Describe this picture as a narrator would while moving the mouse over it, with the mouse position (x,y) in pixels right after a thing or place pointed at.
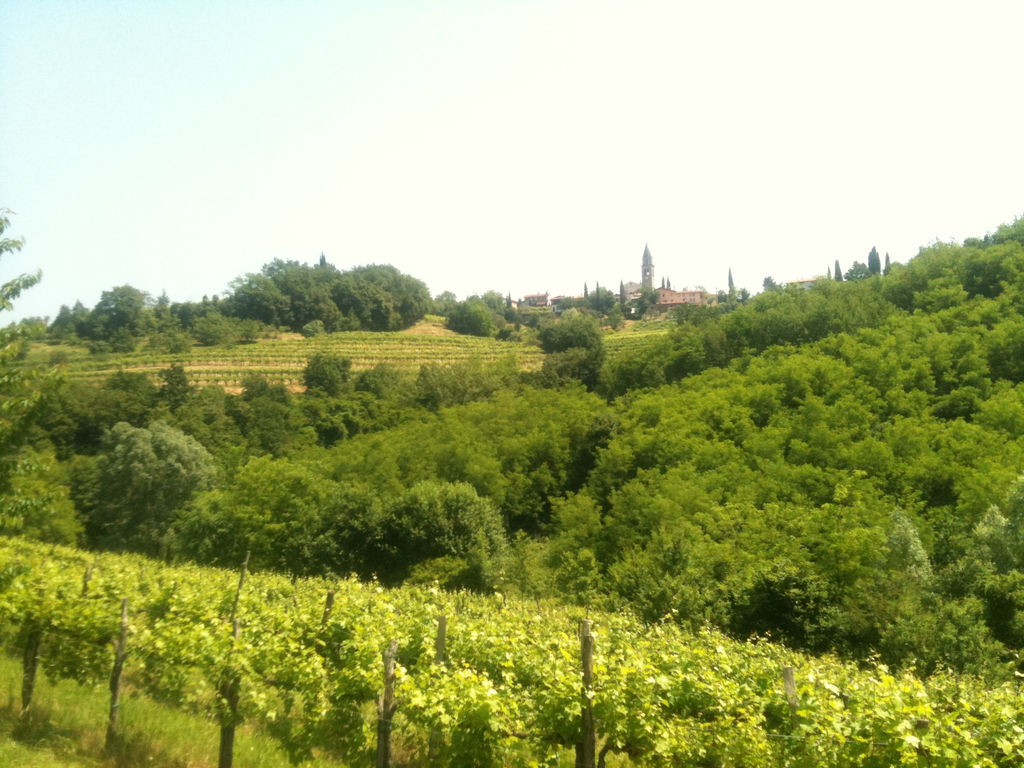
In this image, we can see some trees (577,443) and plants (387,626) on the hill (641,327). There is a sky (565,87) at the top of the image (558,48).
